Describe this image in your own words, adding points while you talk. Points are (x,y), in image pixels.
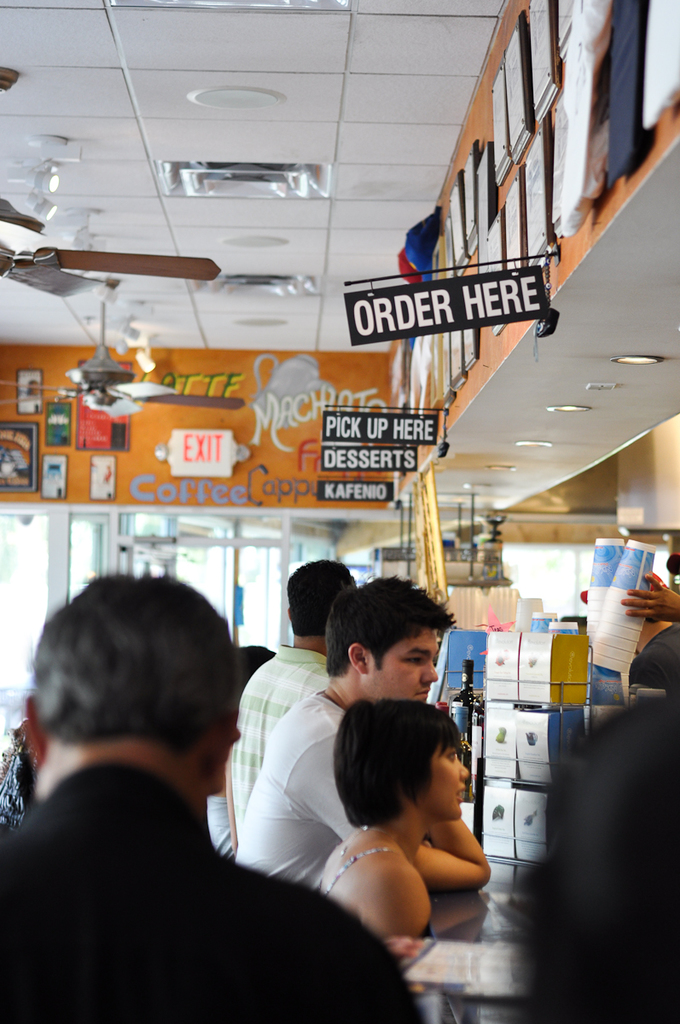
In this image there are few people (364,794). Right side (509,829) there is a table (516,898) having bottles (464,759) and few objects (499,775) on it. Right top few frames (450,246) are attached to the wall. Few lights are attached to the roof (582,416). There is some text (271,435) painted on the wall (250,447). Left top there are fans (98,261) and few lights (144,330) are attached to the roof (201,59). Right side (669,610) there is a person's hand (642,600) visible. He is holding few objects (603,594).
